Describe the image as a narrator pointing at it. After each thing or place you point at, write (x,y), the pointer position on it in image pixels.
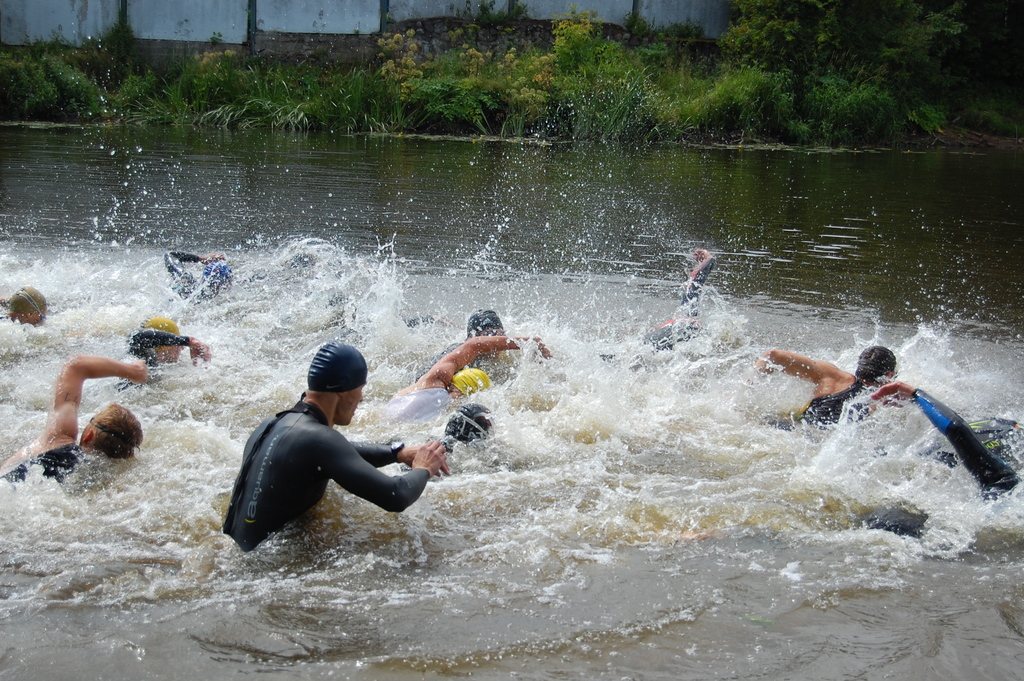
In the center of the image (473,412) we can see group of persons (351,389) in the water (507,411). In the background (816,63) there is a wall (181,18), plants (493,91) and trees (763,55).
